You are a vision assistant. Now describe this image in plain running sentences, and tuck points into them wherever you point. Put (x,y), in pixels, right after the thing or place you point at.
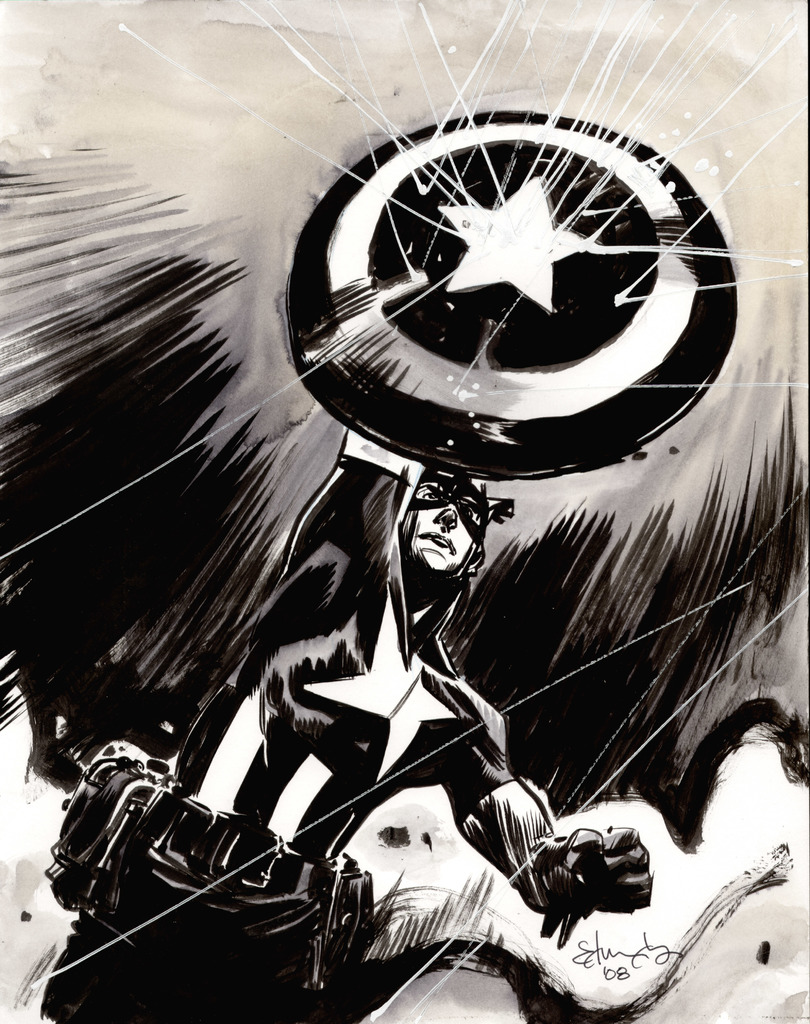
In the foreground of this cartoon image, there is a man (403,684) wearing gloves (574,834) and mask (474,520) is holding a shield (451,278) and also it seems like there are rays (628,129) hitting the shield (580,196).
